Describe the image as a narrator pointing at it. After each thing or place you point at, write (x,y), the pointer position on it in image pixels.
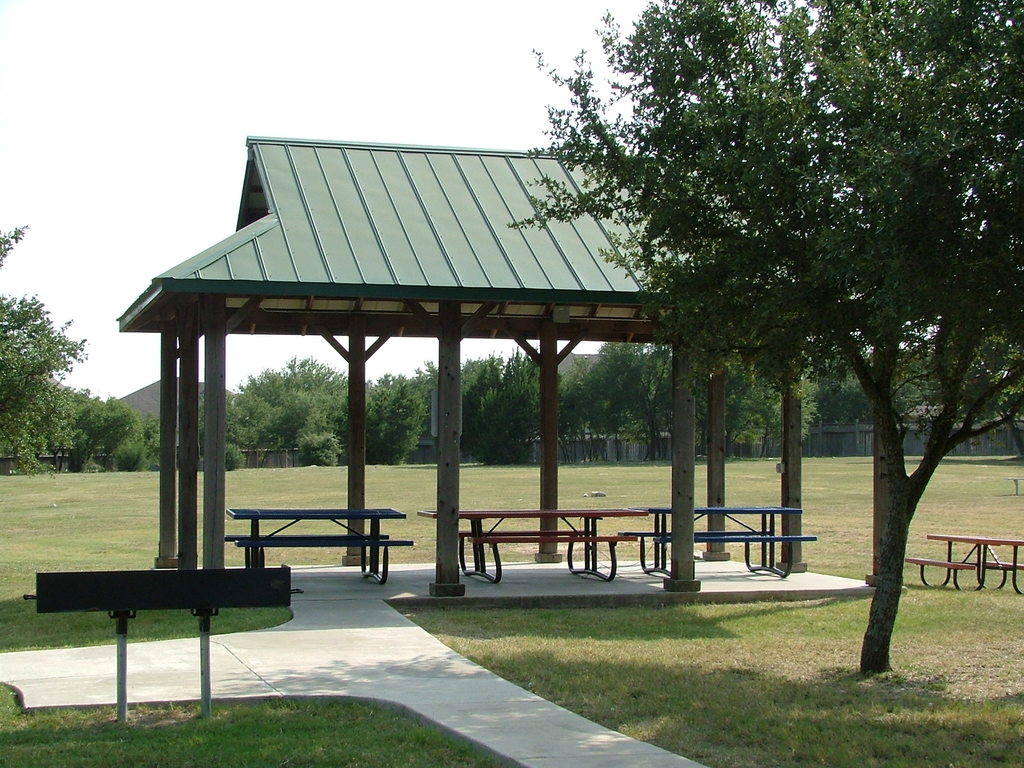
In this image, I can see the benches (312,542) under the shelter (458,470). These are the pillars (182,518). This looks like a pathway (228,670). I think this is a board (118,581) with the poles (207,689). On the right side of the image (947,575), I can see another bench (959,564). This is the grass (957,597). Here is the sky (57,243).
